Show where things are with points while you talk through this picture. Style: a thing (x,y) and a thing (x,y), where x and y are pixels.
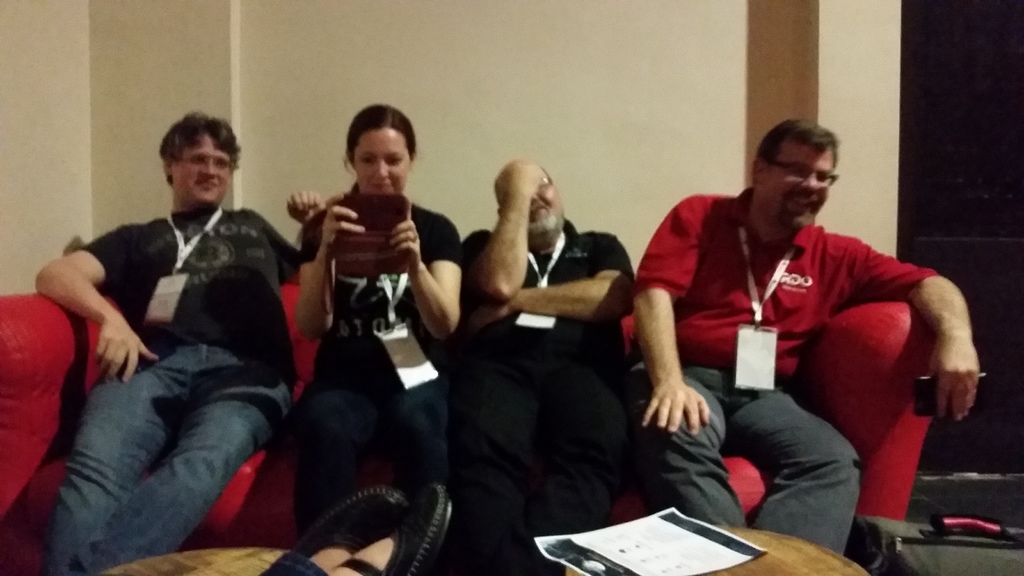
In this image we can see four people (705,345) sitting on a couch (634,333), wearing tags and two of them are holding mobile phones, there we can see a door (954,144), two tables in which on one then we can see a paper (652,549) and on the other we can see persons legs (332,557) with footwear (342,541), there we can see an object (948,521) over the bag (972,556) beside the couch (16,535).
